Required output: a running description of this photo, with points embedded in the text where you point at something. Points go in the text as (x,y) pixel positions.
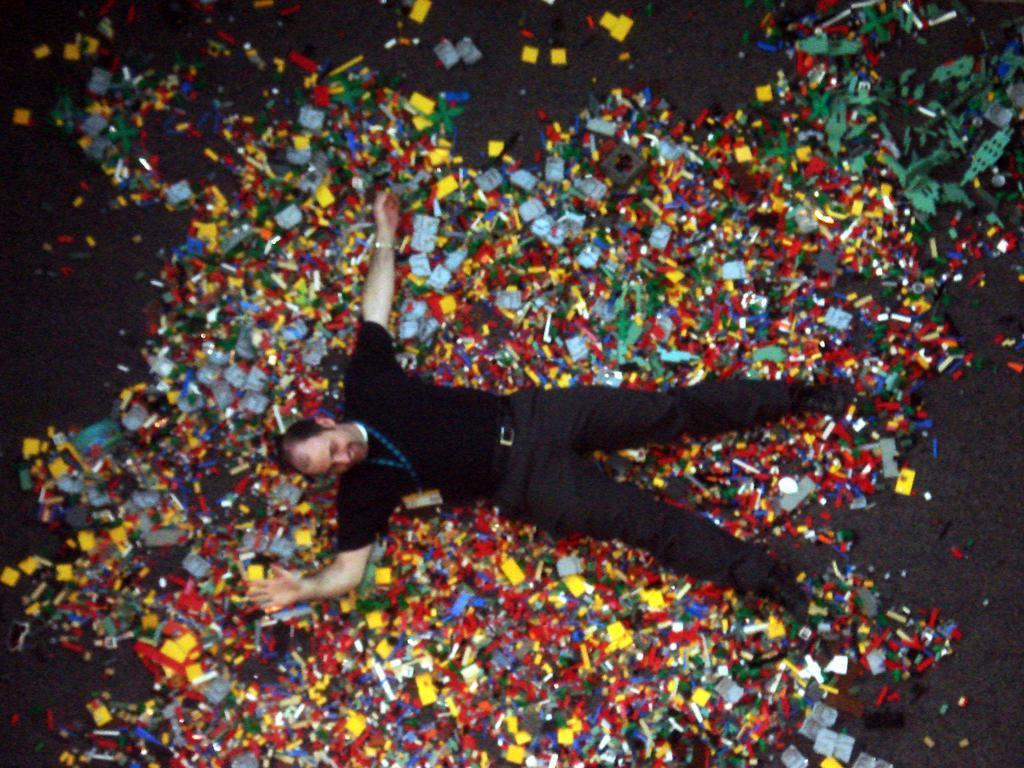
In this image there are cut pieces (181,380) decorative items (620,608) kept on floor (138,357), on which there is a person (544,414) wearing a black color dress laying on it.
